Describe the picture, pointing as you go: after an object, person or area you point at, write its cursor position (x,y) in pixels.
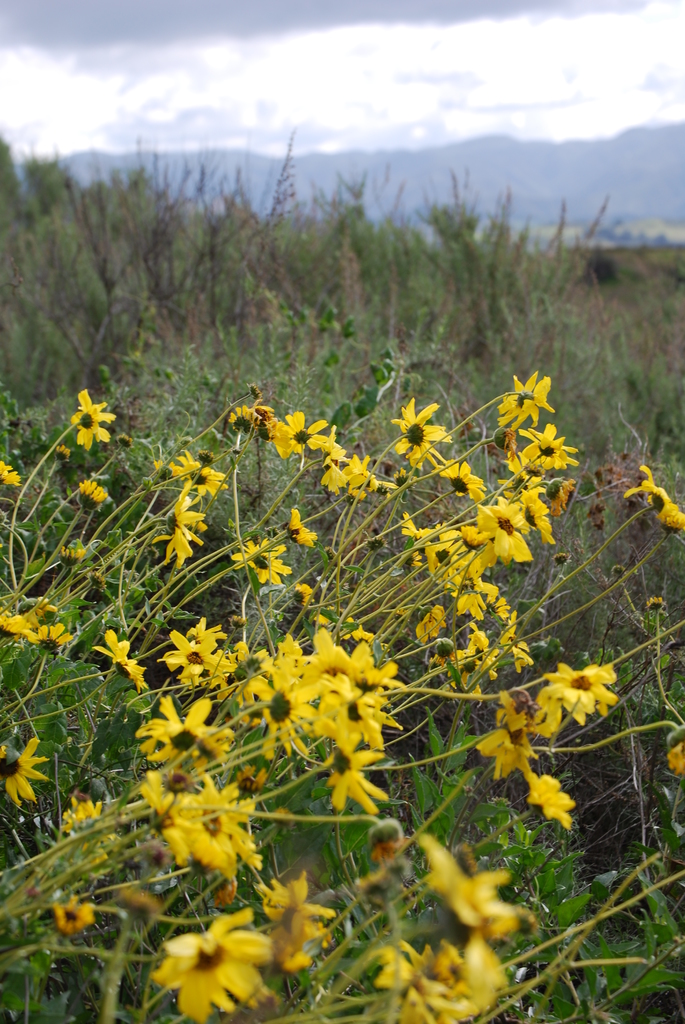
In this image we can see flowers (313,541) to the plants (342,518), trees (310,239), hills (298,163) and sky (397,76).
